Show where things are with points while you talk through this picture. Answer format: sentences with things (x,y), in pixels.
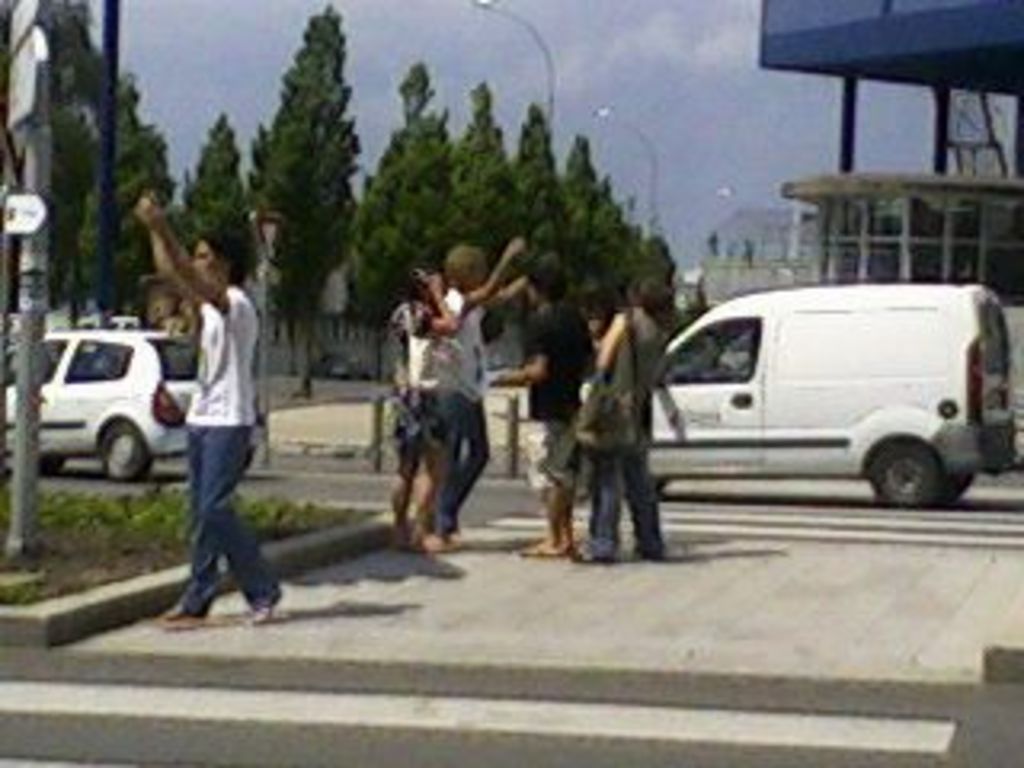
In this picture there are group of people (618,505). At the back (898,348) there are vehicles (57,385) on the road (748,527) and there are buildings (1004,198) and trees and poles (28,402). At the top (706,234) there is sky (224,27) and there are clouds (636,62). At the bottom (700,745) there is a road (558,689). In the foreground (553,689) there is a zebra crossing (367,704).
